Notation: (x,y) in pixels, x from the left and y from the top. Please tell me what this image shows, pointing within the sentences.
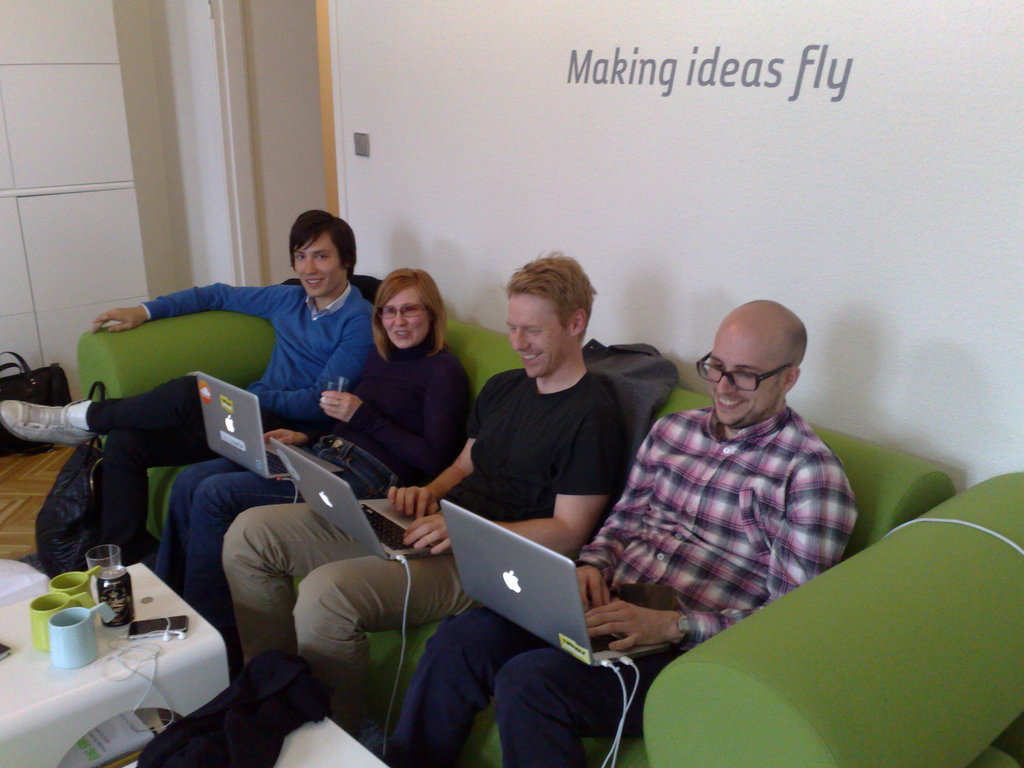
In this picture we can see four peoples (461,417) they are sitting on the sofa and three peoples (518,460) are working with their laptops (484,558) in front of them we can see cups (59,608) and some accessories (134,627) like mobile (179,621) and earphones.
